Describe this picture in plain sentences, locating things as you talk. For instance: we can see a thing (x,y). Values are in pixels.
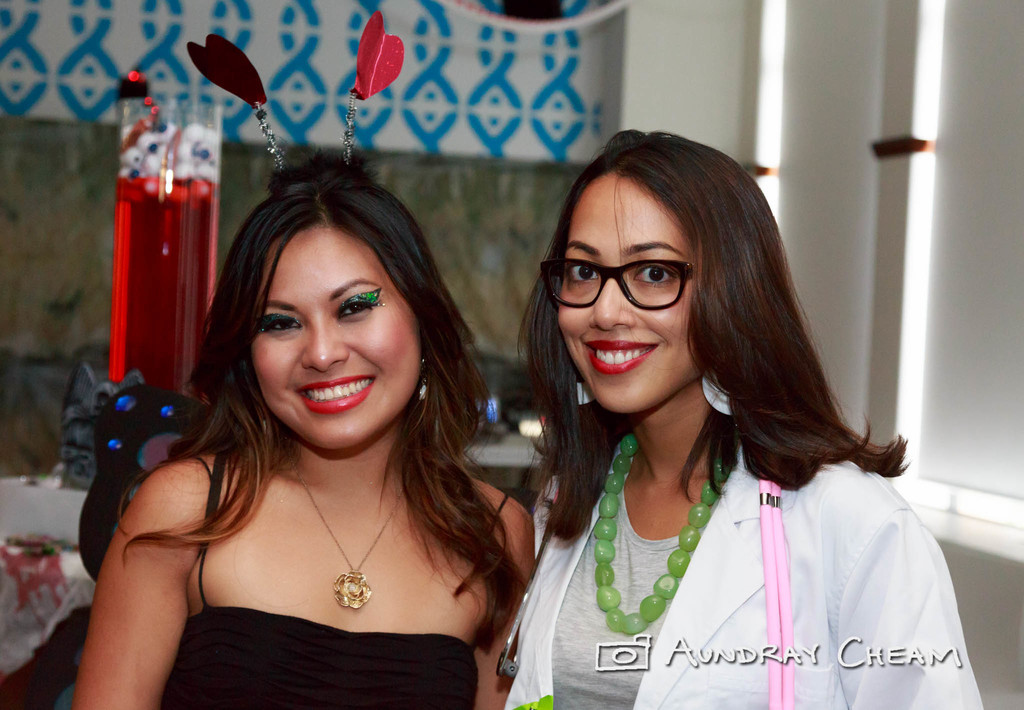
Here in this picture we can see two women (411,470), both of them are smiling and the woman (599,480) on the right side (823,627) is wearing spectacles (579,266) and behind them we can see some things (185,274) present on the table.
